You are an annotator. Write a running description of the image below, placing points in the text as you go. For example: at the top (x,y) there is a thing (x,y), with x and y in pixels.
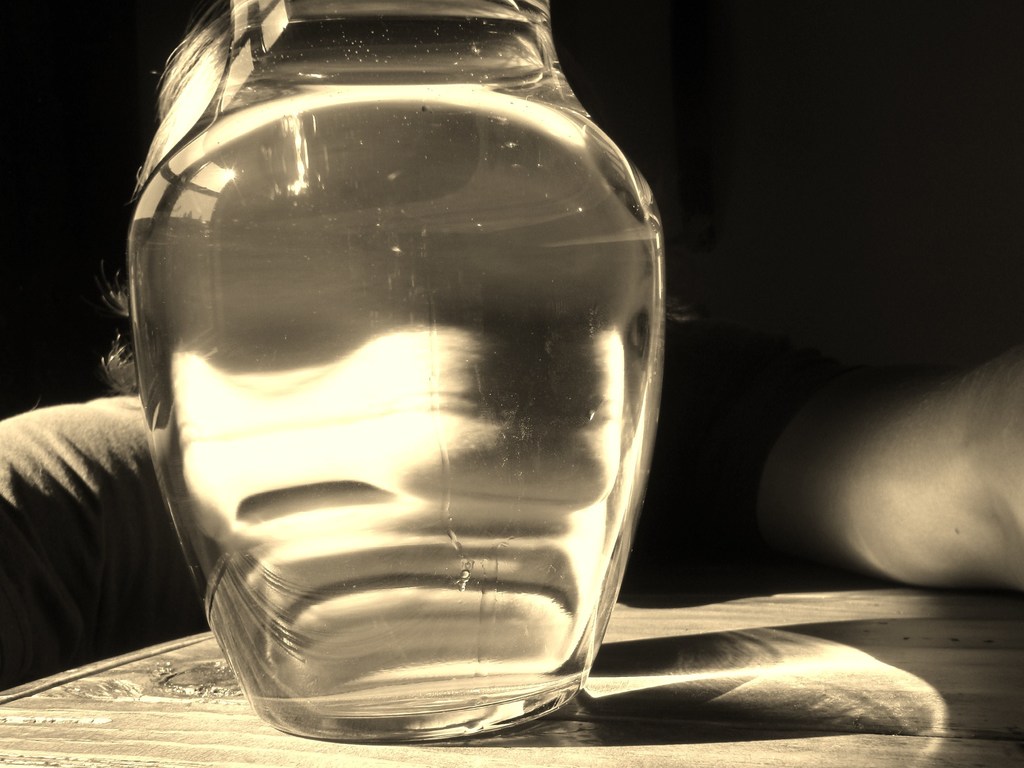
In the picture I can see a glass object (471,481) on a surface (622,621). The background of the image (120,237) is dark.
